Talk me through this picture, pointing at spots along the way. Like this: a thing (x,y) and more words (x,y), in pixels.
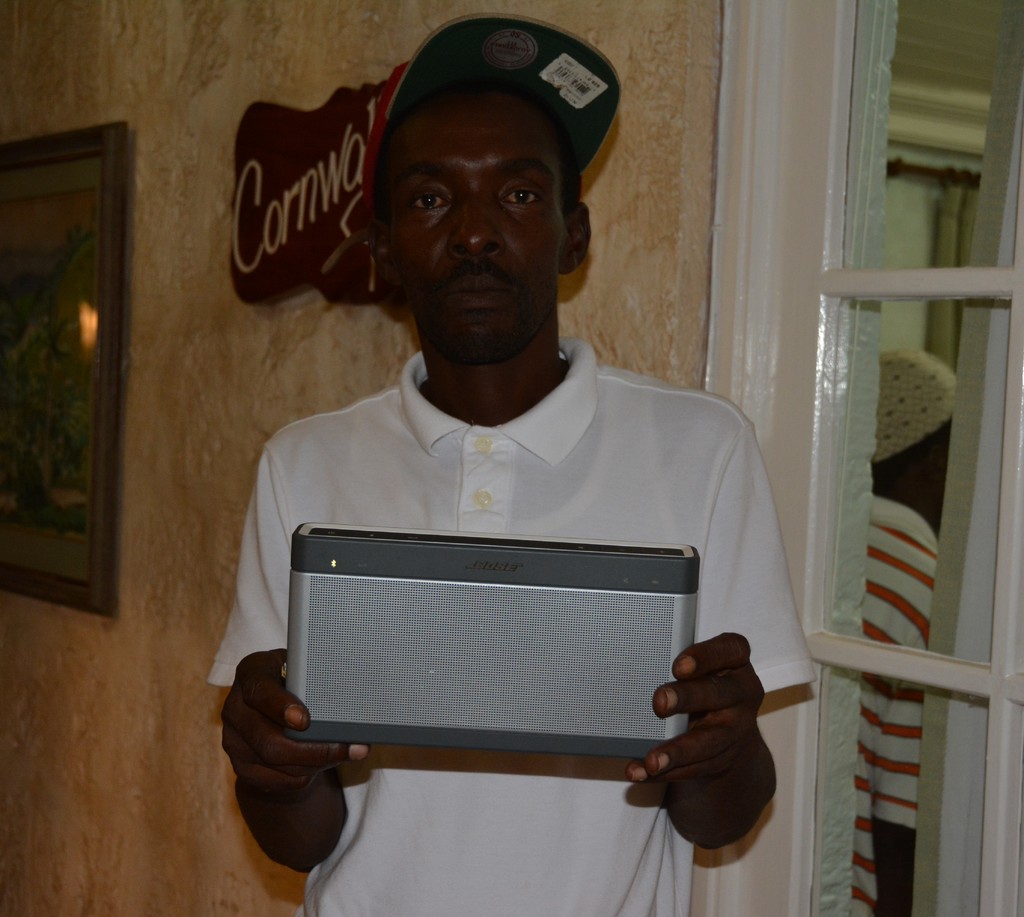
This image consists of a man (555,852) holding an object (480,607). It looks like a speaker (486,680). In the background (204,560), we can see a window (754,284) and a wall (163,249) on which there is a frame (0,362). He is wearing a white T-shirt (556,852). On the right (875,537), we can see another man (917,556) through the window (975,454).
